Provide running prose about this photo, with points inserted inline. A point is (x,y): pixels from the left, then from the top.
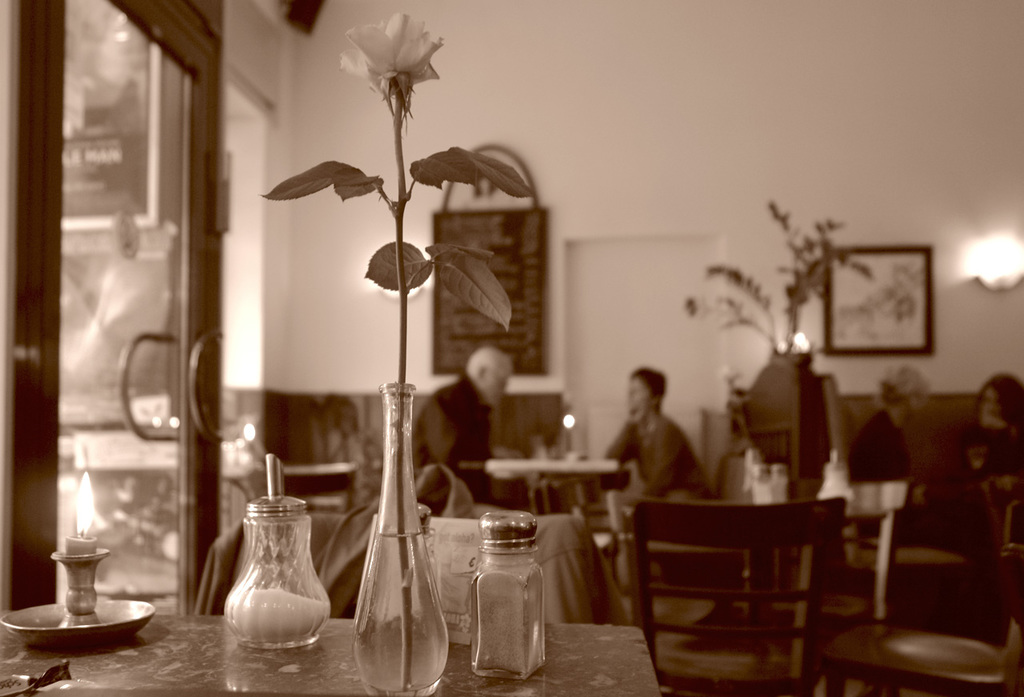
This is a picture of a restaurant (780,445). In the foreground (2,641) there is a table (312,655), on the table (204,664) there is a flower vase (381,648), a candle (120,625) and a salt jar (284,590). In the background (870,313) on the wall (916,242) there are frames (869,292). In the center of the background (751,523) there is a plant (779,343), table (851,511), chair (776,524). On the right (1019,495) there are two people (988,386) seated. On the left (216,266) there is a door (115,280). In the background (656,456) there are two people (641,447) seated.
